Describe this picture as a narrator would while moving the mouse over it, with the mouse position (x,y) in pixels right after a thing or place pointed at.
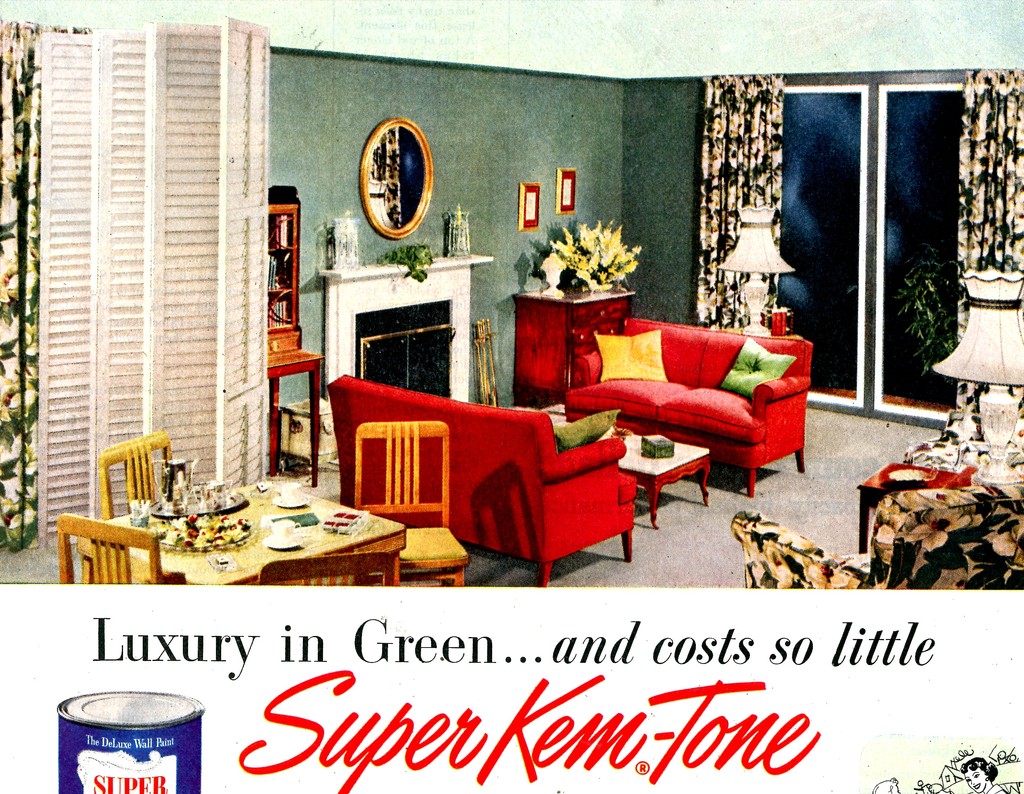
In this image there is a poster (503,451) having painting (511,570) and some text (422,724). There is a sofa (685,407) having cushions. Before the sofa (673,424) there is a table (684,465) having an object (650,448) on it. Left side (171,574) there is a table (206,562) which is surrounded by few chairs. On the table (176,557) there are few plates (216,536), cups (283,537) and few objects (216,498) on it. Right side (963,534) there is a chair (962,548). Behind there is a table (910,489) having a lamp (996,416) on it. A mirror (386,200) and few frames (559,188) are attached to the wall (496,192). Background (487,202) there is a wall (513,304) having window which is covered with curtains (972,161). Bottom of the image (533,662) there is some text (639,723) and an image (67,746) of a can (161,710). Before the window (796,281) there is a lamp (746,213) on the table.
